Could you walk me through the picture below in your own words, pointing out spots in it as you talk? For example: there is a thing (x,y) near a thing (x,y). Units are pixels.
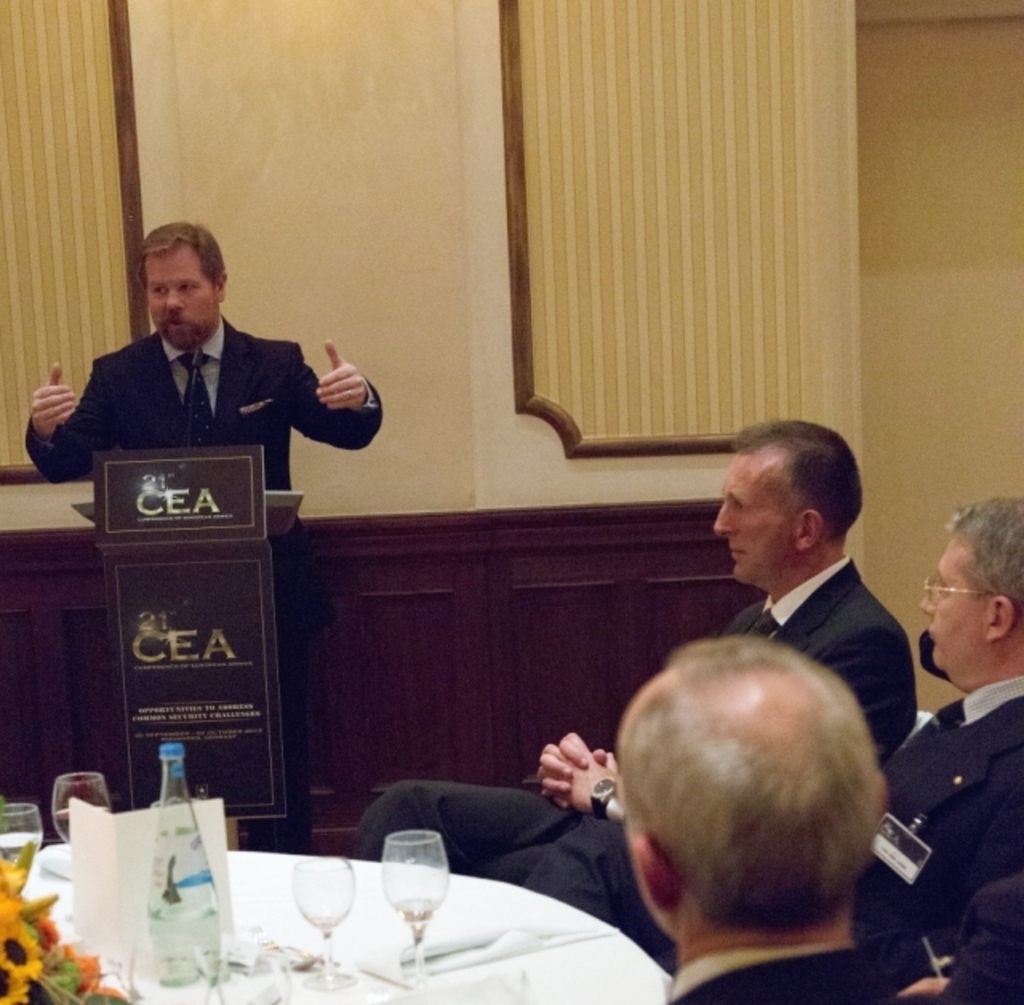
In this image I can see few people (774,798) are sitting and one person (242,409) is standing in front of the podium (221,517). I can see the wall (281,335) and the mic (191,406). In front (11,907) I can see few glasses (213,967), flowers (19,940), bottle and few objects (472,945) on the table (505,910).
